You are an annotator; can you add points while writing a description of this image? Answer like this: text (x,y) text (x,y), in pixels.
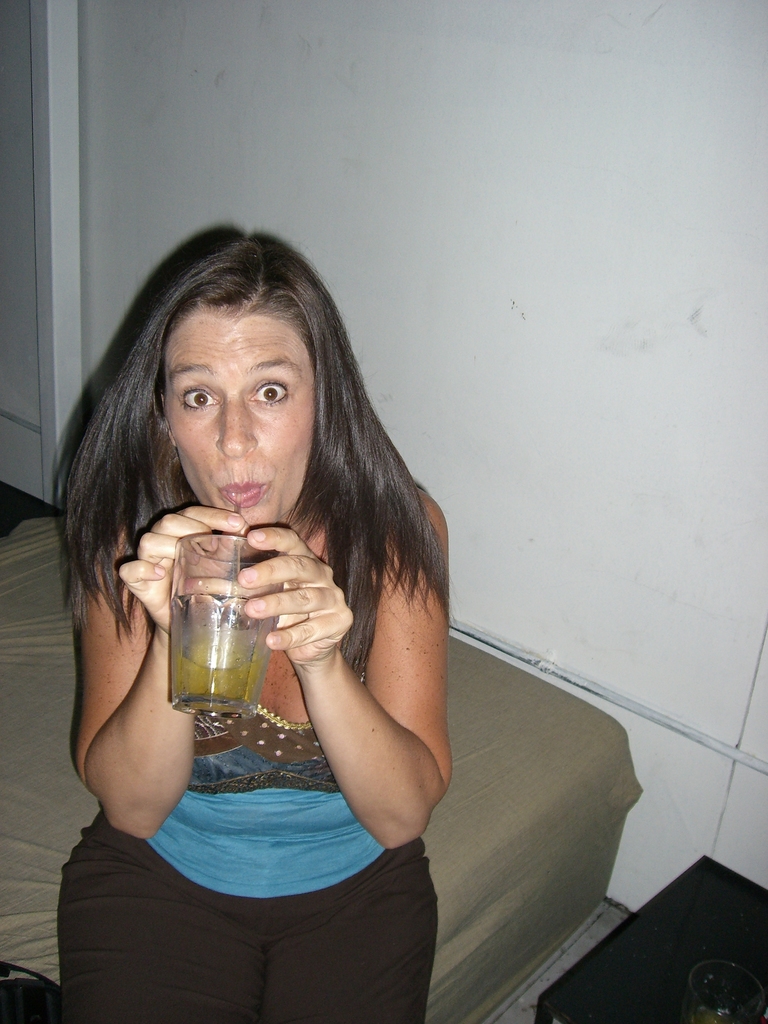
In this image I can see the person (195,814) with the dress (195,814) and holding the glass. I can see the person (139,691) sitting on the bed (462,989). To the right (691,984) I can see the glass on the table (612,982). I can see the white background (454,207).
